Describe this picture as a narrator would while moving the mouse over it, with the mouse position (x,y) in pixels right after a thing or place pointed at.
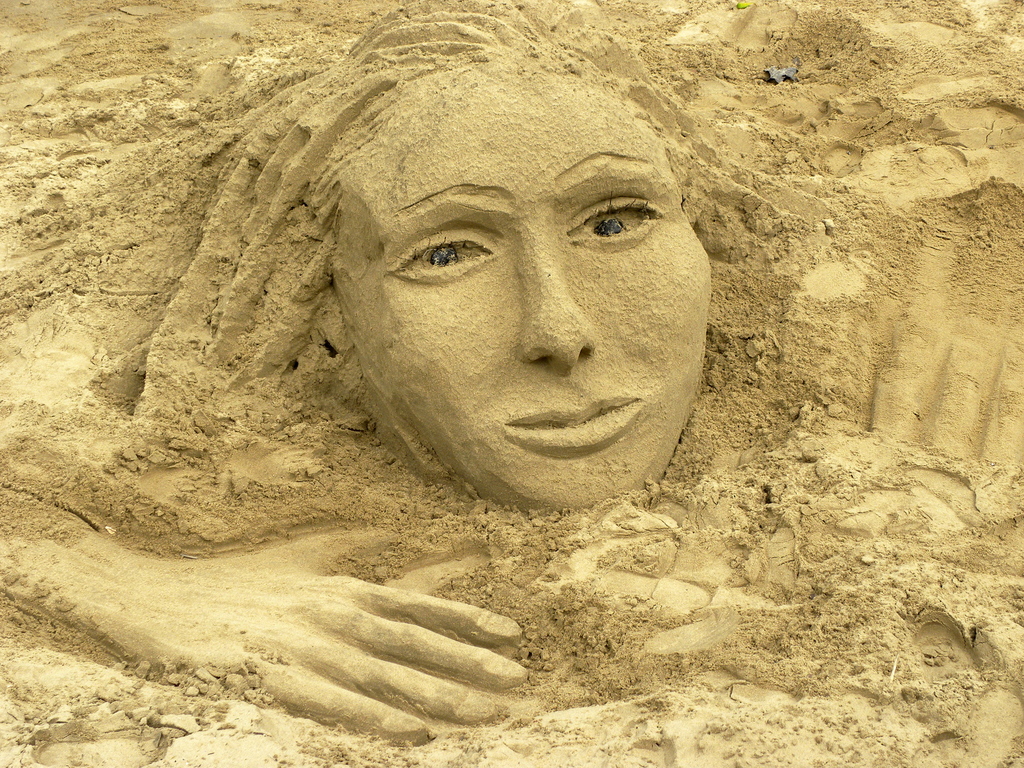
In this picture we can see sand art (565,408).
